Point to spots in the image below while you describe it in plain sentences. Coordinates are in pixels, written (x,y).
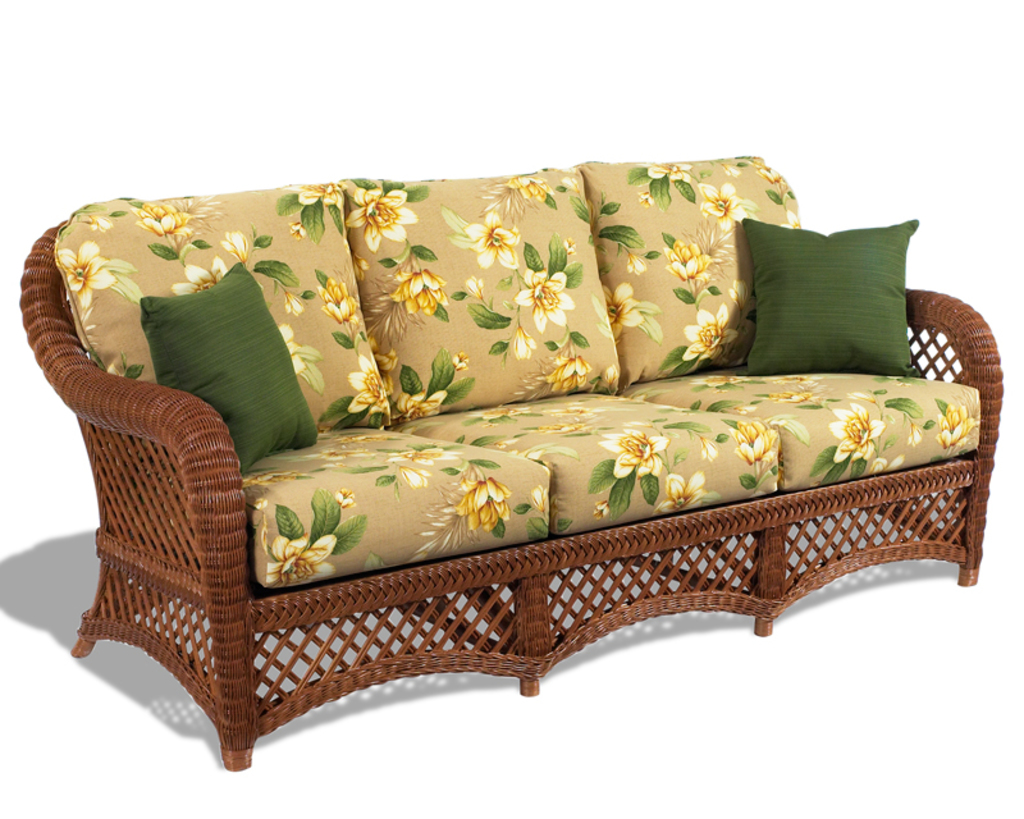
In the center of the picture (412,351) there is a couch (487,450), on the couch (334,360) there are pillows (876,268).
